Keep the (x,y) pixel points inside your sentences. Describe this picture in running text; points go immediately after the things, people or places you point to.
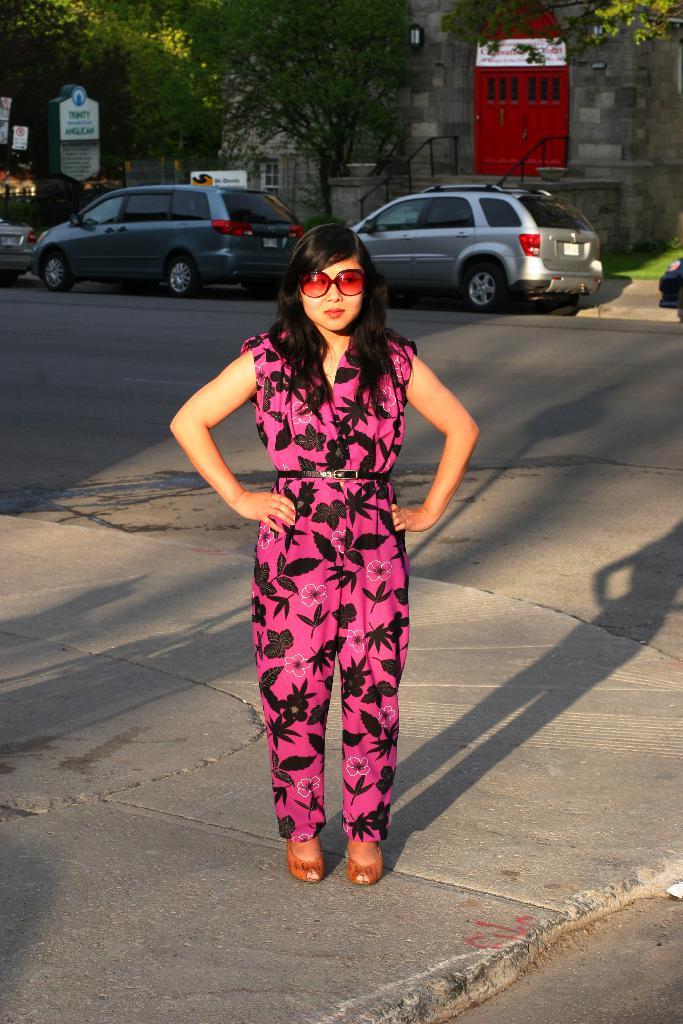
Front this woman (364,648) is standing and wore goggles (353,285). Background (542,73) there is a building (426,24), trees (246,95), board (73,123) and cars (484,234).
